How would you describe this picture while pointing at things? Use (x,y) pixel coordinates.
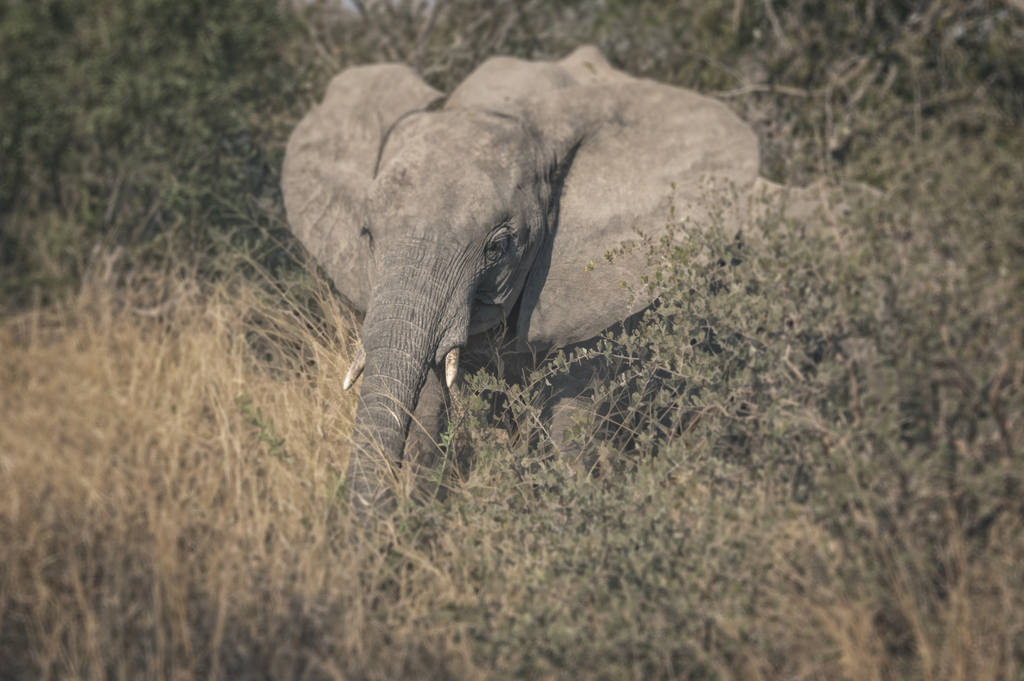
In this picture we can see an elephant (720,104) and in the background (222,31) we can see trees (253,229).
